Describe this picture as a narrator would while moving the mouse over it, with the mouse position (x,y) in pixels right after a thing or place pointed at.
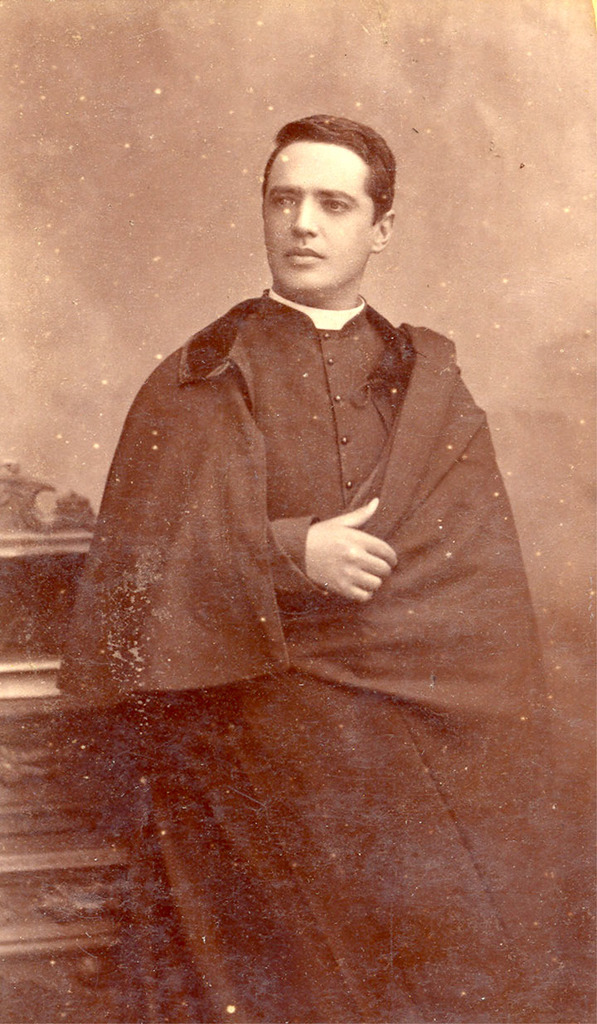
In the center of the image (218,379) there is a person (294,880) standing.
